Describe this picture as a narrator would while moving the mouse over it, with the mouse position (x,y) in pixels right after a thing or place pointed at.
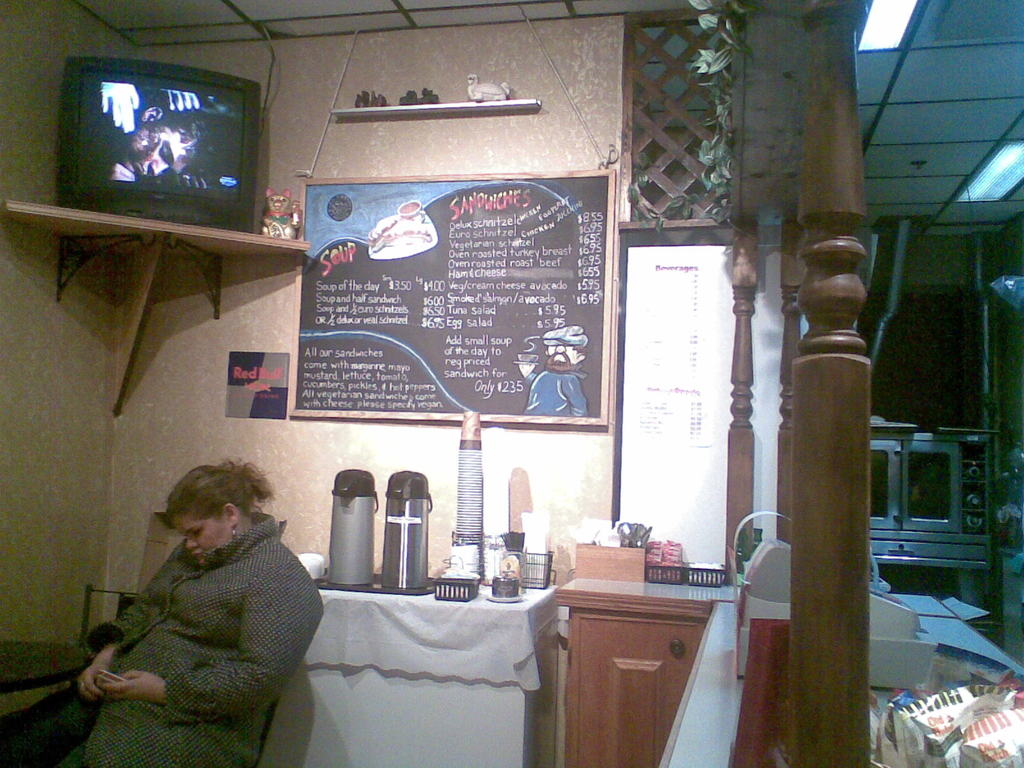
There is a woman (148,617) sitting and there is a board (367,405) with menu (491,367) and there is a TV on top.
